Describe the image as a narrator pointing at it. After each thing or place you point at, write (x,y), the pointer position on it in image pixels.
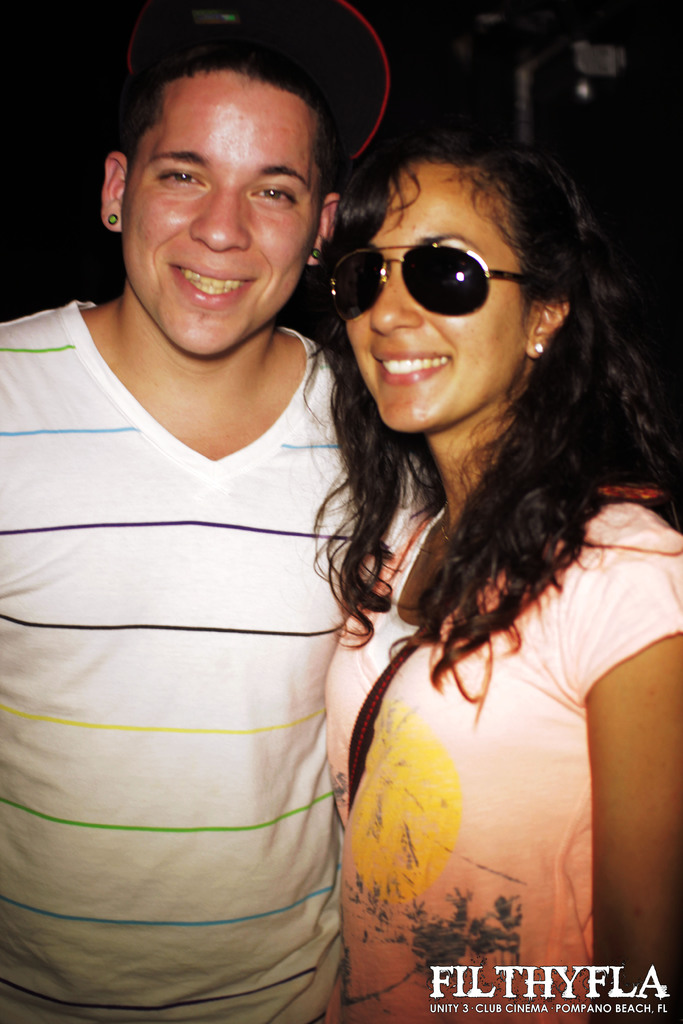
In the picture we can see a man (40,422) and a woman (461,771) standing and smiling and in the background (520,87) we can see a dark.
